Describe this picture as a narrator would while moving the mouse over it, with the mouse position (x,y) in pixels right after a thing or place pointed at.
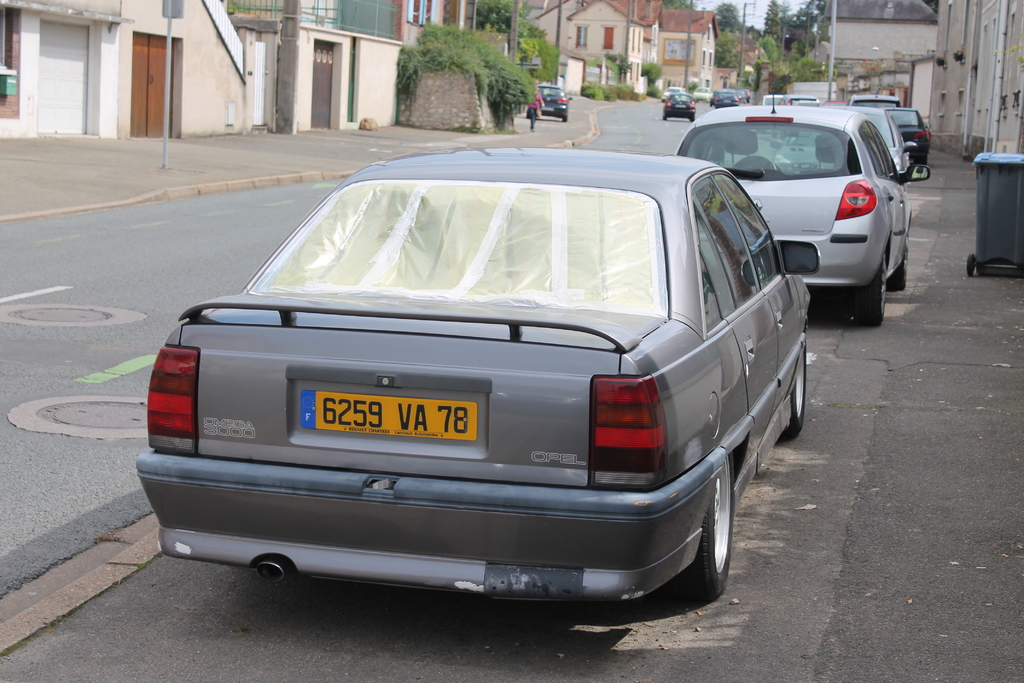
In the center of the image (353,400) we can see the cars (508,342). In the background of the image (945,49) we can see the buildings (30,39), poles (690,70), lights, doors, plants (530,56), road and a person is walking on the pavement (512,141). On the right side of the image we can see a garbage bin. At the top of the image (764,22) we can see the sky (753,14).
